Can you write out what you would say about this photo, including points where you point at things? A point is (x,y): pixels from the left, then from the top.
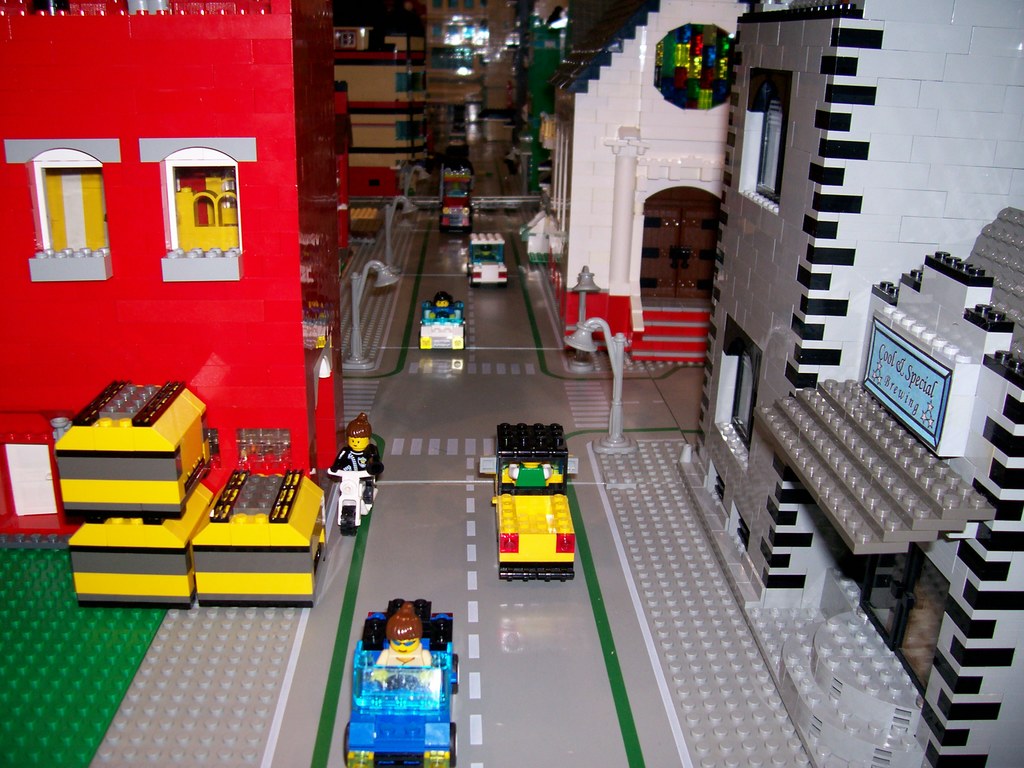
In this image there are toys (744,191) like buildings (706,225), vehicles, persons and street lights (576,342).
